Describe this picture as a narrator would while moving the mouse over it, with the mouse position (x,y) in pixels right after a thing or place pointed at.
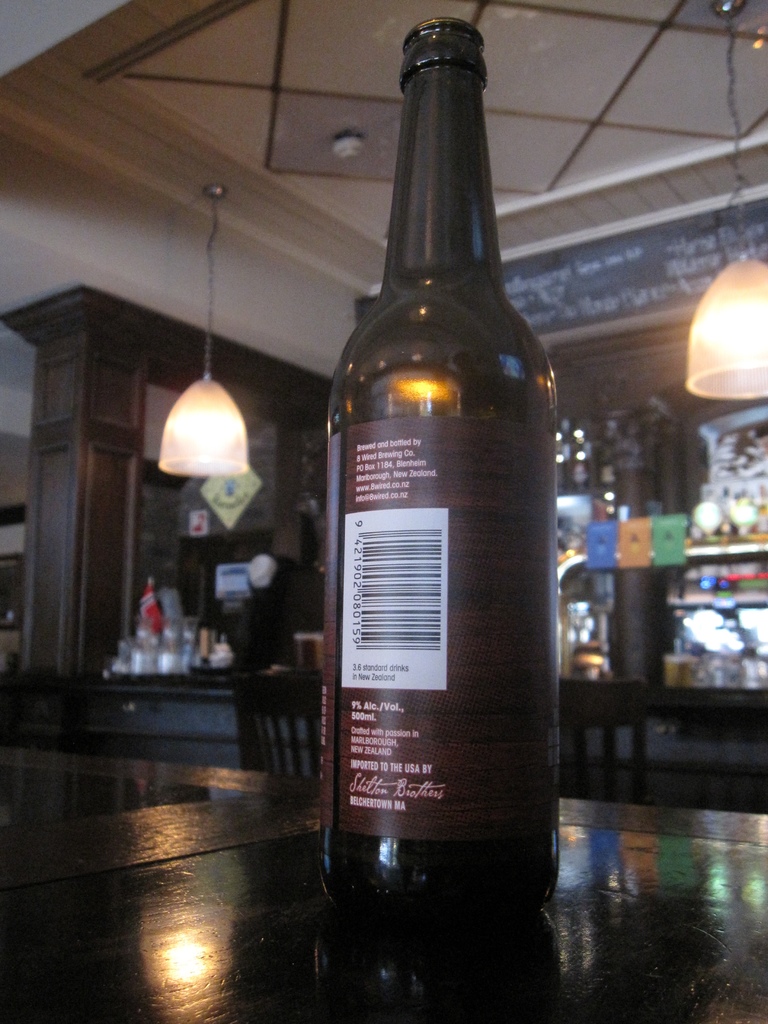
In the image there is a beer bottle (488,658) on the table (250,986) and over the background (722,360) there are lights (720,390) hanging and it seems to be a bar area (369,222).
